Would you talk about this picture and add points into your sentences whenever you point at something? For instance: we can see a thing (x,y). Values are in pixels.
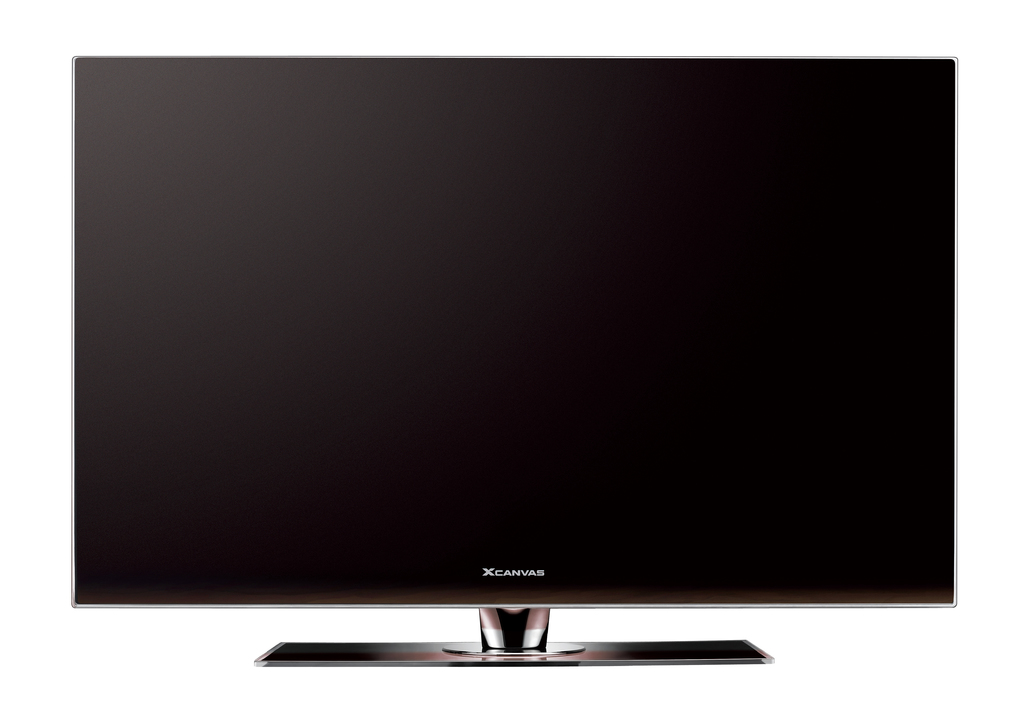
In this image there is a TV (279,512).
